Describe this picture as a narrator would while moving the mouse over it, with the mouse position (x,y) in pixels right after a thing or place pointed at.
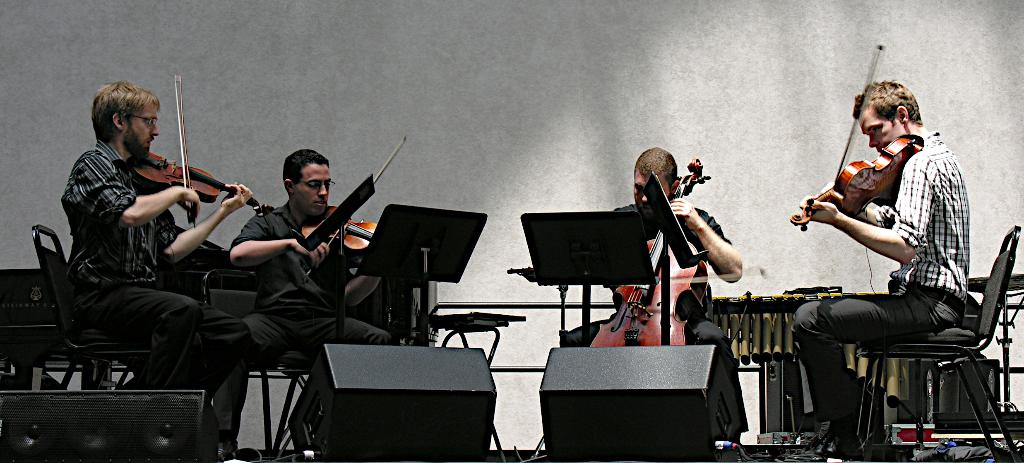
In this picture we can see four people (77,331) sitting on the chairs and holding some musical instruments (181,81) and among them there are wearing black color shirts (95,209) and black color pant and the other guy (918,234) is wearing white and black checks shirt (949,231) and there are some speakers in the room (750,277) and the background (669,102) is ash in color.
